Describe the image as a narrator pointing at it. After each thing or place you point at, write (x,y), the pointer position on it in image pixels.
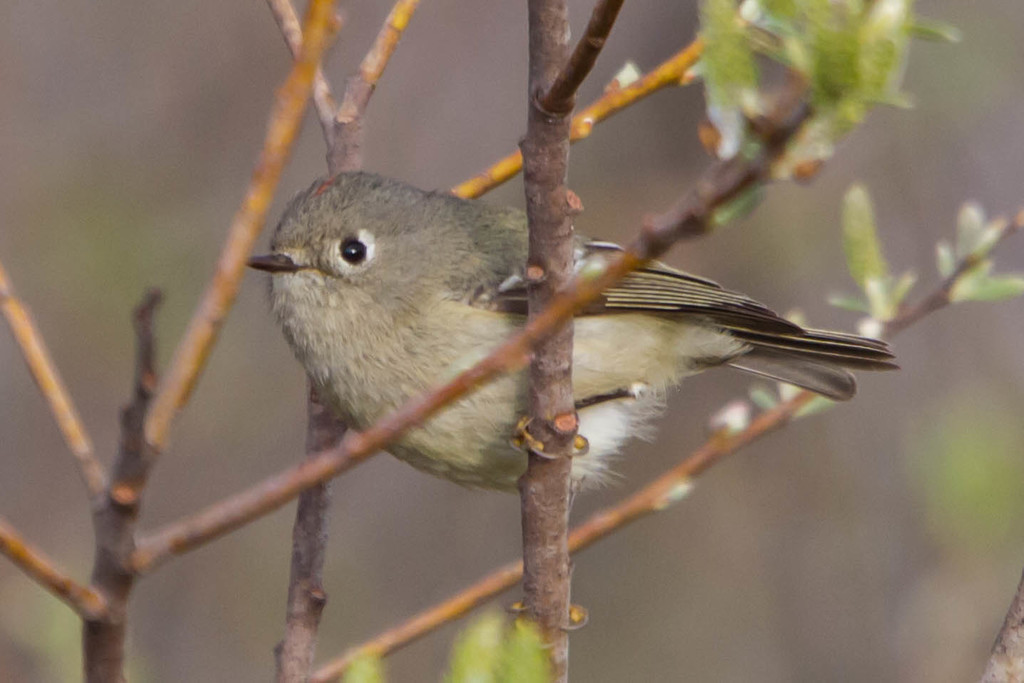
In this image I can see few green colour leaves (784,5), few stems (233,273) and on it I can see a bird (305,290). I can also see this image is little bit blurry.
